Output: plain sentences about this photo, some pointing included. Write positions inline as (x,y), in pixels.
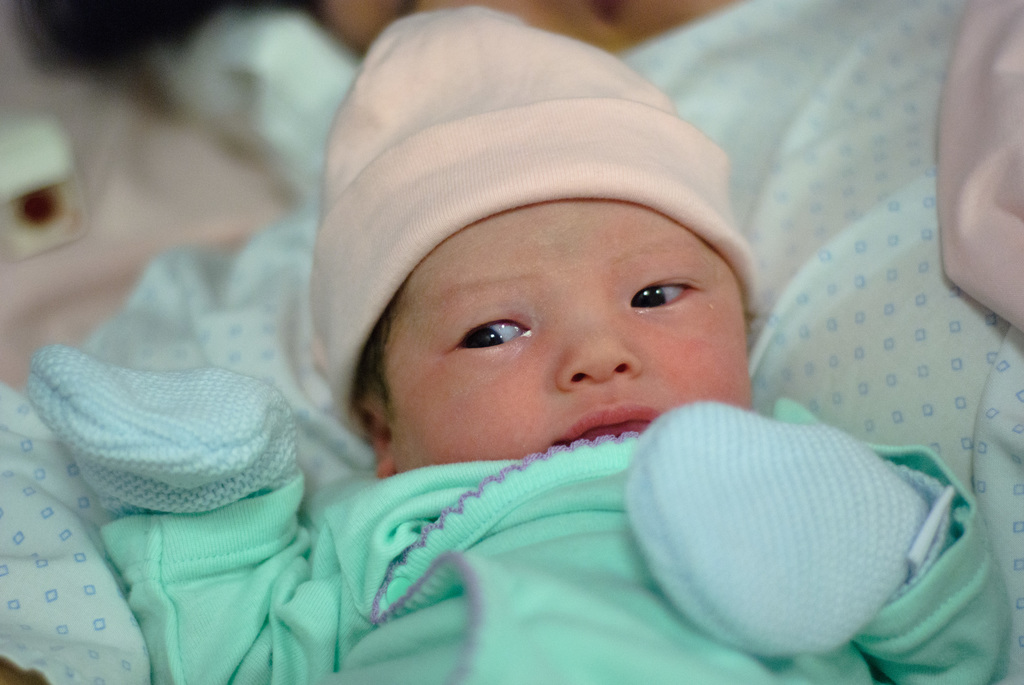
In this picture we can see a baby (497,584) wearing gloves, cap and in the background (869,267) we can see a cloth (830,309).
